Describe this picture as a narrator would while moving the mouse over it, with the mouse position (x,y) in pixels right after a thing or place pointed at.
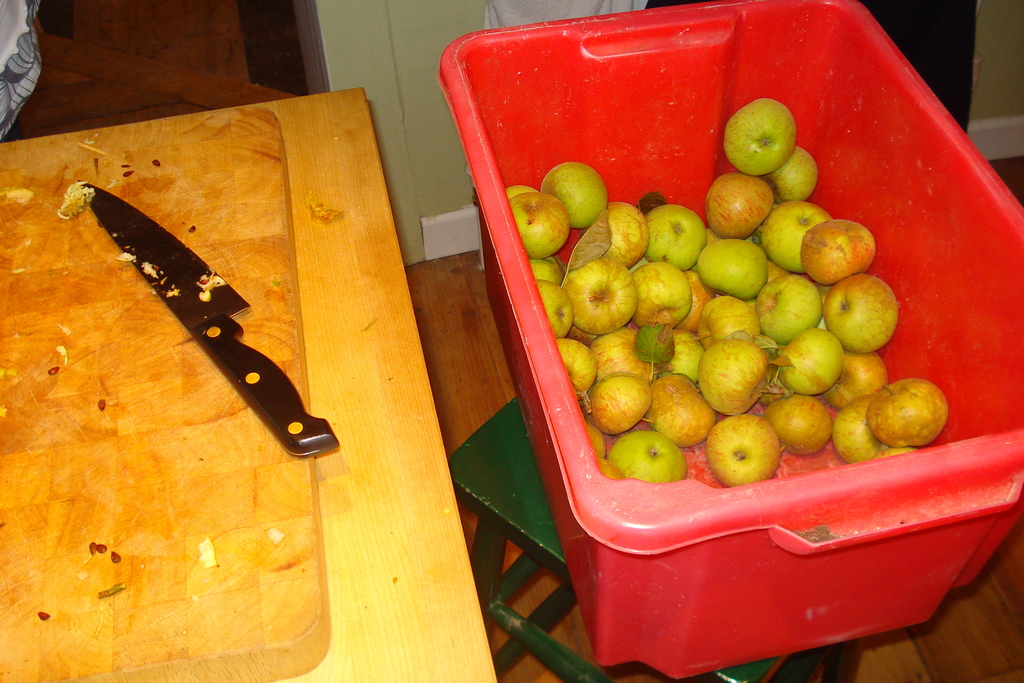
In this image, we can see some apples (769,317) in a red colored container (658,58) placed on a stool (512,497). We can see a knife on the wooden surface (312,375). We can see the ground (490,333).
